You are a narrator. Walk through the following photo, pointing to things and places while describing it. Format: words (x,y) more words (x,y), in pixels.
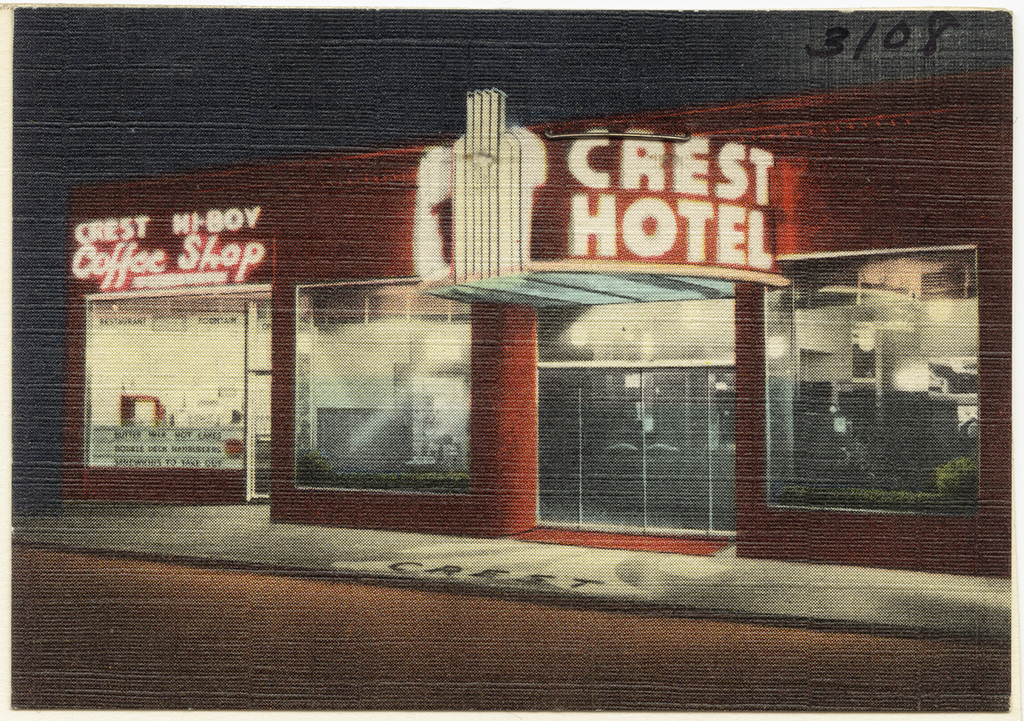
In this picture I can see a poster (738,177), there is a building (574,149) and there are numbers (941,23) on the poster (425,327).
